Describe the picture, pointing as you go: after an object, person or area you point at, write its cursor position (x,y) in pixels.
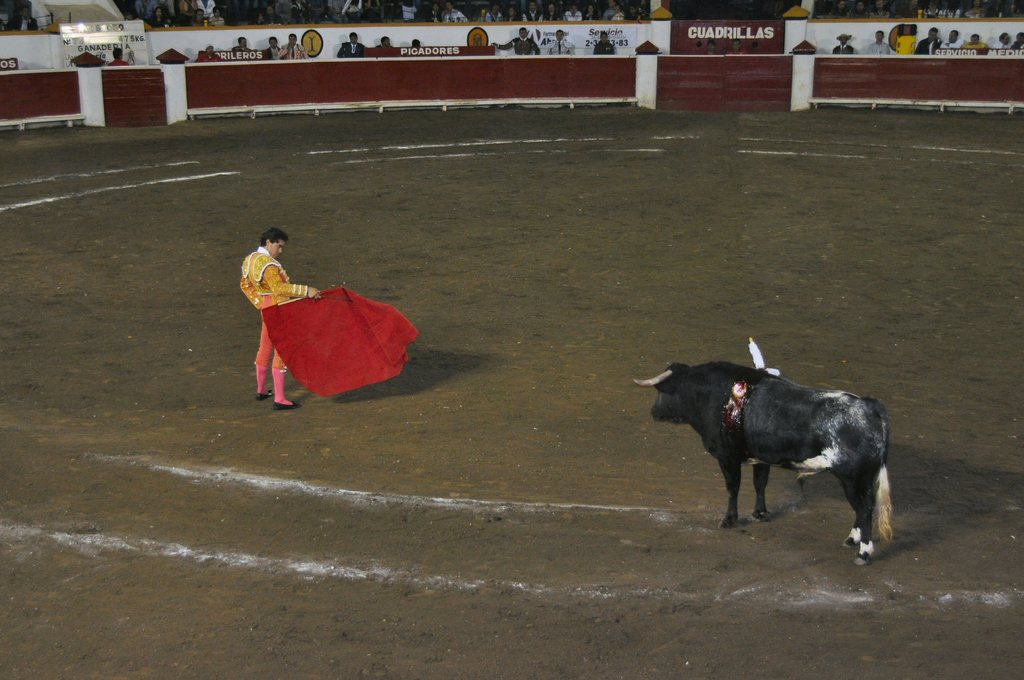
In this image I can see a person (281,374) is standing on the ground (313,408) and is holding a red color cloth (336,331) in hand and a bull (722,423). In the background (118,86) I can see a fence (132,111), steps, and a crowd (842,34). This image is taken may be on the ground (511,397).
